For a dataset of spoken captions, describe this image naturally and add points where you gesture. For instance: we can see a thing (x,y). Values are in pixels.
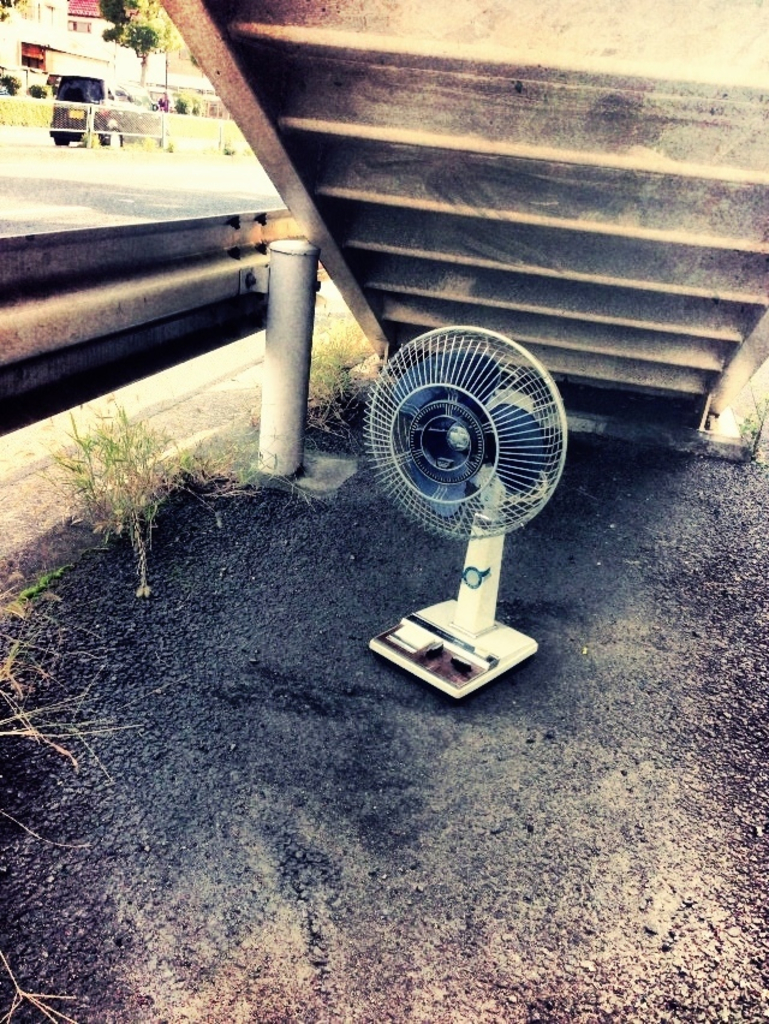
We can see fan (485,450) on the surface (546,728), above the fan (480,463) we can see steps (433,283). We can see grass (97,487), pole (301,393) and road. In the background (81,120) we can see vehicle (81,118), fence (176,118), tree (108,13), plants (9,88) and wall (121,74).
